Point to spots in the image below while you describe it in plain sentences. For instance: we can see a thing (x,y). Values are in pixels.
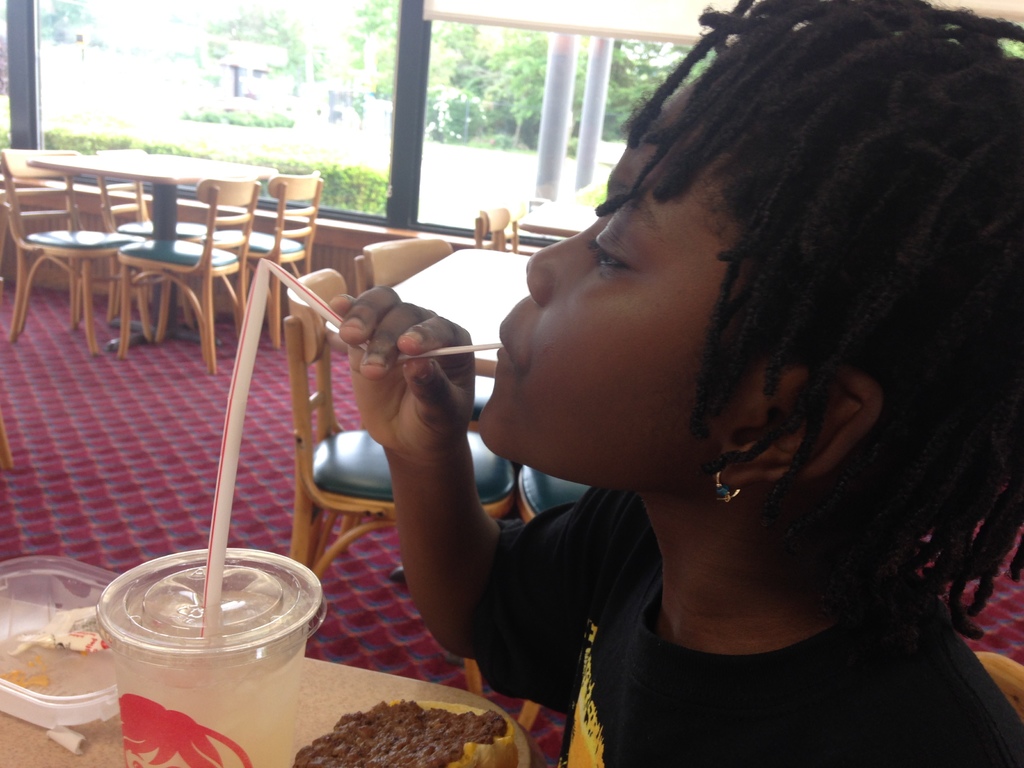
This kid (795,296) is highlighted in this picture. This kid (614,713) is drinking with help of this straw (265,258). On this table (112,749) there is a food (339,735) and this glass (130,599). We can able to see number of chairs (372,269) and tables (186,180). These are plants (304,166) and trees (372,77). Floor (84,444) with carpet (59,442).
